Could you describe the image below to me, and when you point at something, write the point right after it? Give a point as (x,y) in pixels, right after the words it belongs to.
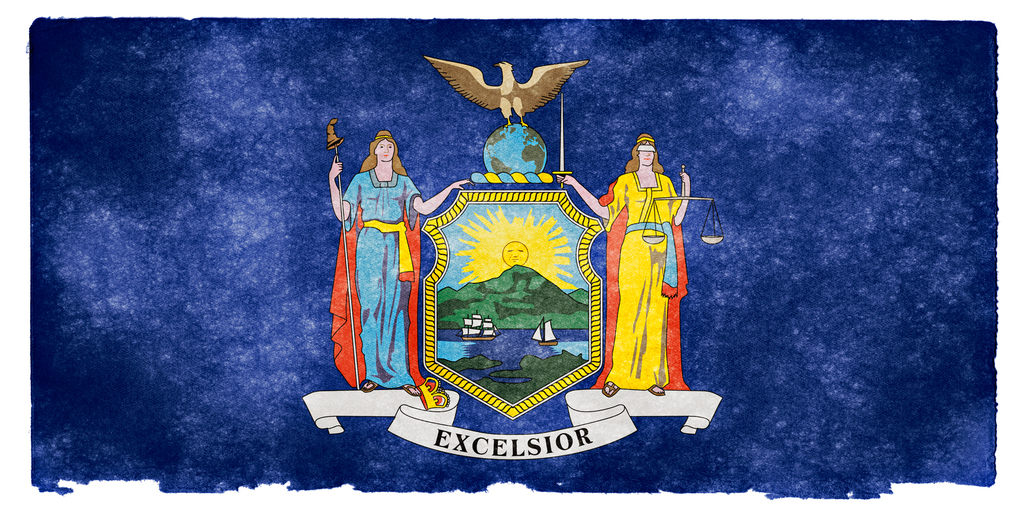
In this image there is a painting (486,239). Middle of the image (518,319) there is an emblem (515,323) having boats (473,334) in water (518,338). Behind there are hills (543,300). Behind it there is a sun (501,254). Top of it there is a bird (504,87) standing on the globe (501,155). On both sides of the emblem (468,351) persons (377,288) are standing. Bottom of the image (442,439) there is some text (459,439). Background (919,441) is in blue color.
